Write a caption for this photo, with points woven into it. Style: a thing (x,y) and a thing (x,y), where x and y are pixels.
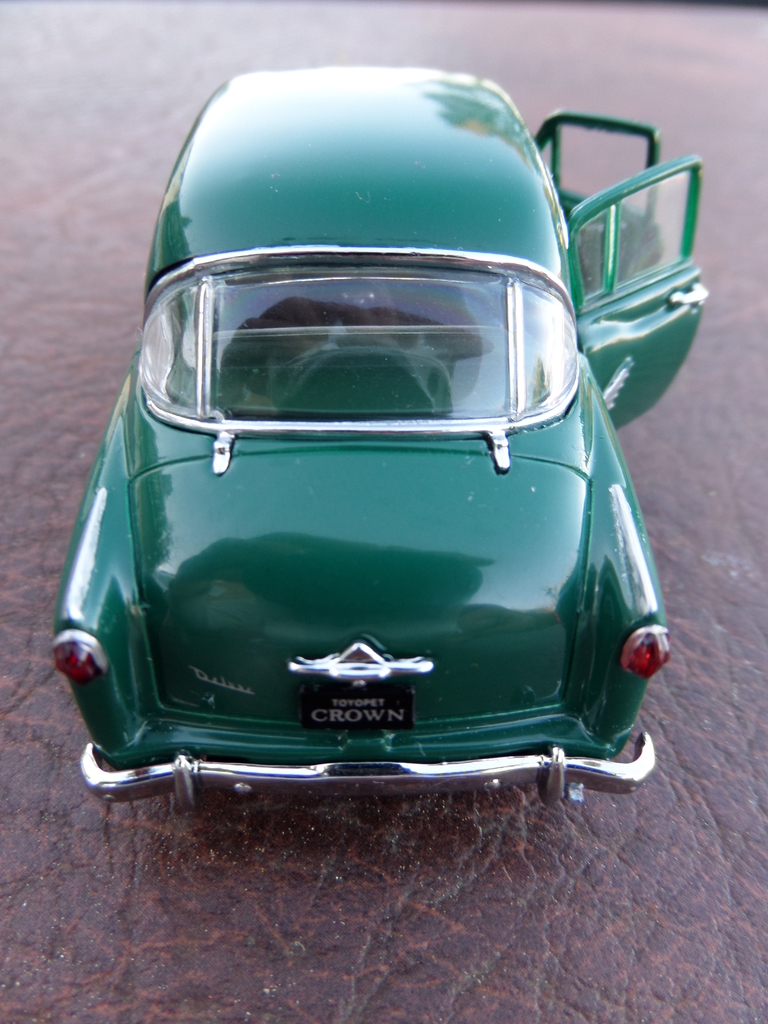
In this image I can see a green color toy car (291,312). At the bottom (265,895) it seems to be a leather object (548,886).
